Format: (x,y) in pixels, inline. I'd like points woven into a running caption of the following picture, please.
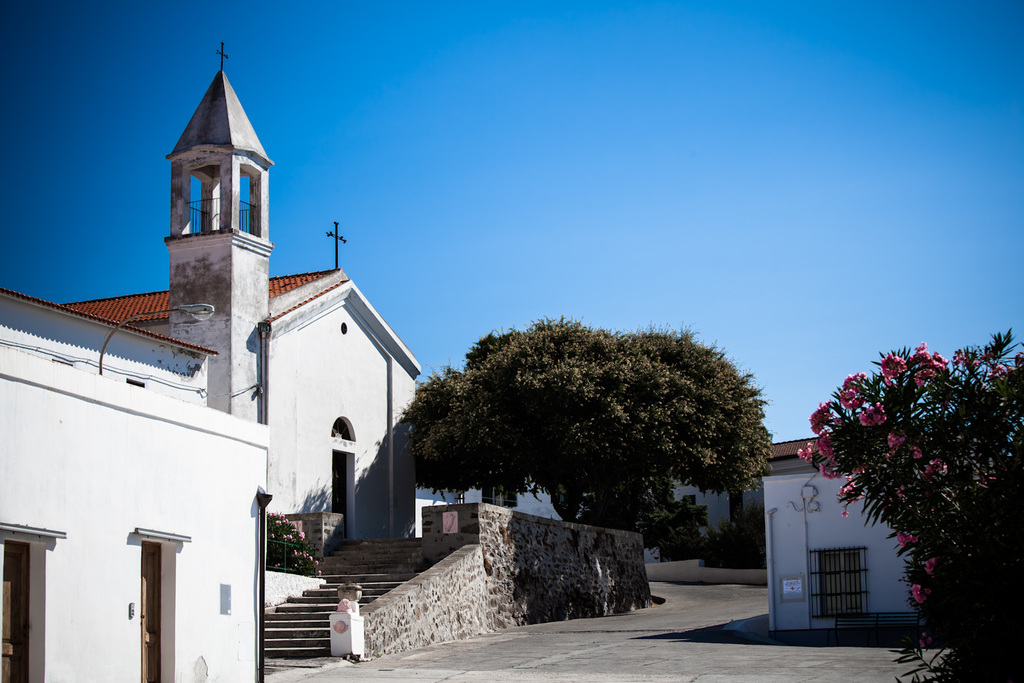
Here in this picture on the left side (304,426) we can see a church (358,523) present over there and on the right side (831,498) we can see houses (898,566) present and in the middle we can see a stair case (411,549) present and we can see plants (313,567) and trees (607,440) present all over there.
